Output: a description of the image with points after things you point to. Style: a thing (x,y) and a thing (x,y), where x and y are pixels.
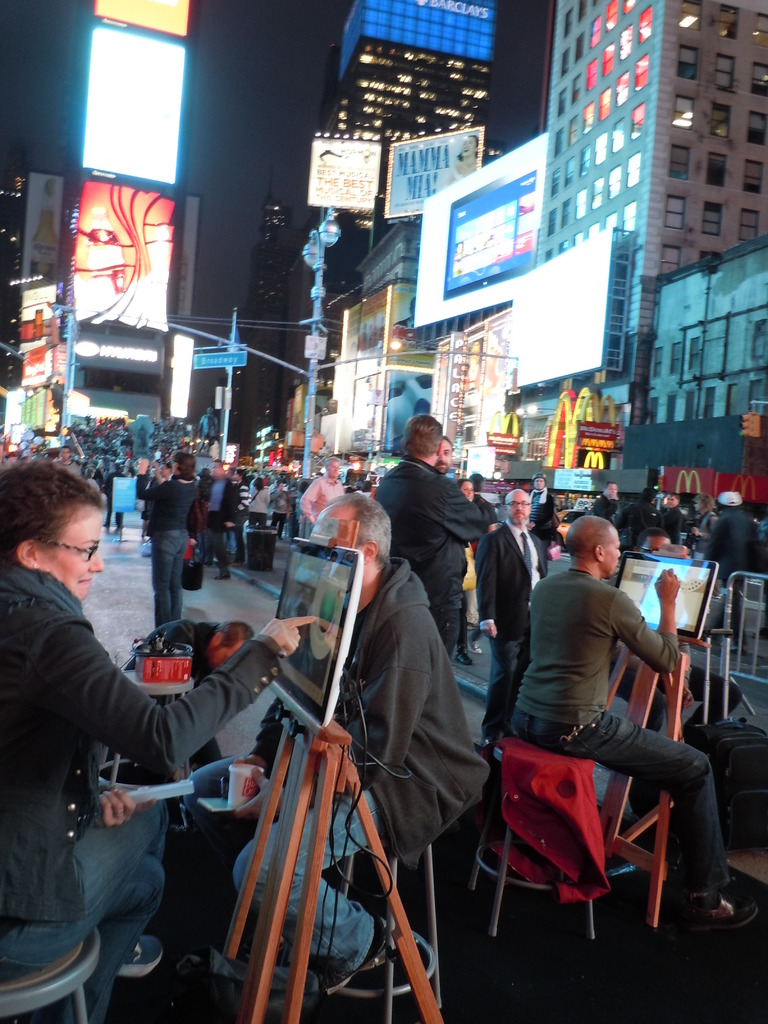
In this image I can see number of people (239,530) on the road (274,606). In the front (242,744) I can see few stools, few stands (247,901) and on these stools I can see few people (60,530) are sitting. On these stands (345,746) I can see few screen (346,594). In the background (515,343) I can see number of buildings (734,199), number of boards (105,55) and number of screens (108,241) on the buildings (682,108). I can also see two poles (309,411), few street lights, few more boards (140,357) and on all these boards (377,343) I can see something is written.
